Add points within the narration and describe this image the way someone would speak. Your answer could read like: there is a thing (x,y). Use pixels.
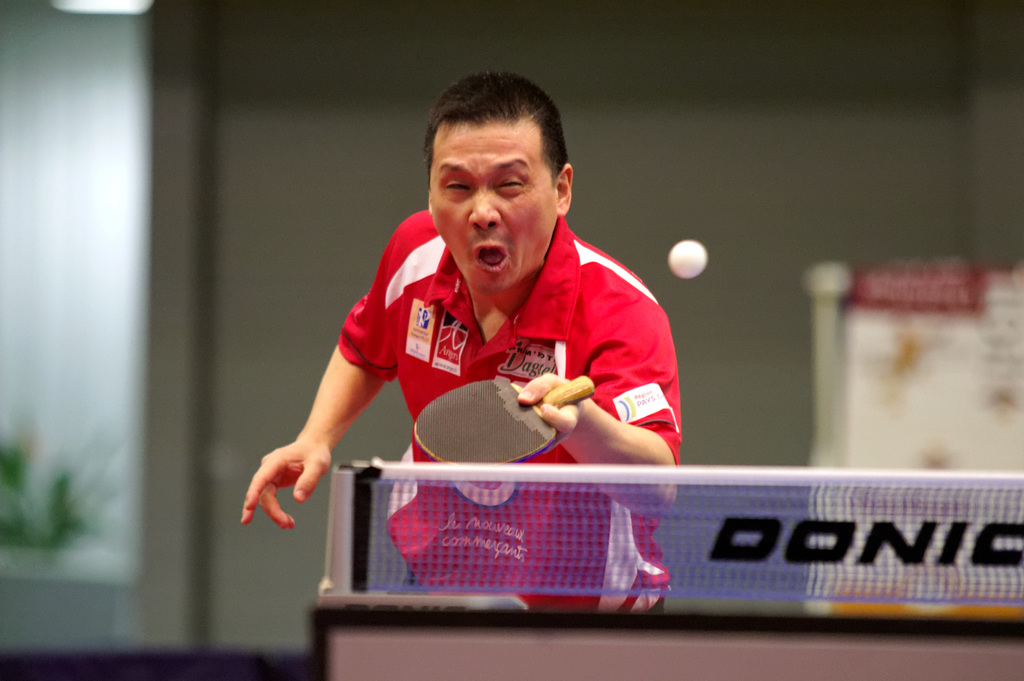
This is the picture of a man (498,378) in red t shirt (515,375) holding a bat (485,419). In front of the man (505,525) there is a table (671,622) on top of the table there is ball (685,265). Background of the man (475,282) is a wall (657,236).
